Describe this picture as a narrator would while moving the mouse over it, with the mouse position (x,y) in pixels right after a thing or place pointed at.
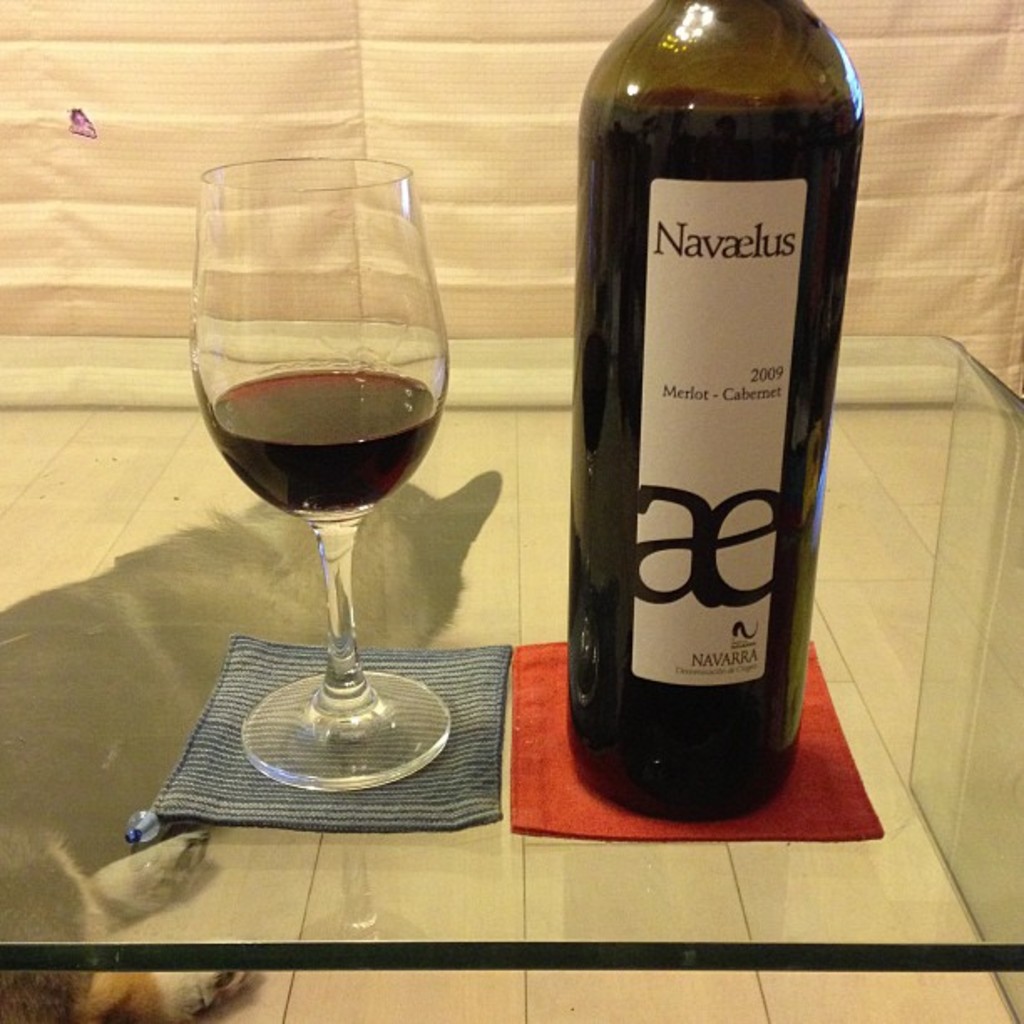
In this image there is a wine glass (294,340) with a wine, and a wine bottle (765,403) with a label (716,584) in a glass table (905,820), and in back ground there is a cloth (393,32) and a animal leg (148,893).
